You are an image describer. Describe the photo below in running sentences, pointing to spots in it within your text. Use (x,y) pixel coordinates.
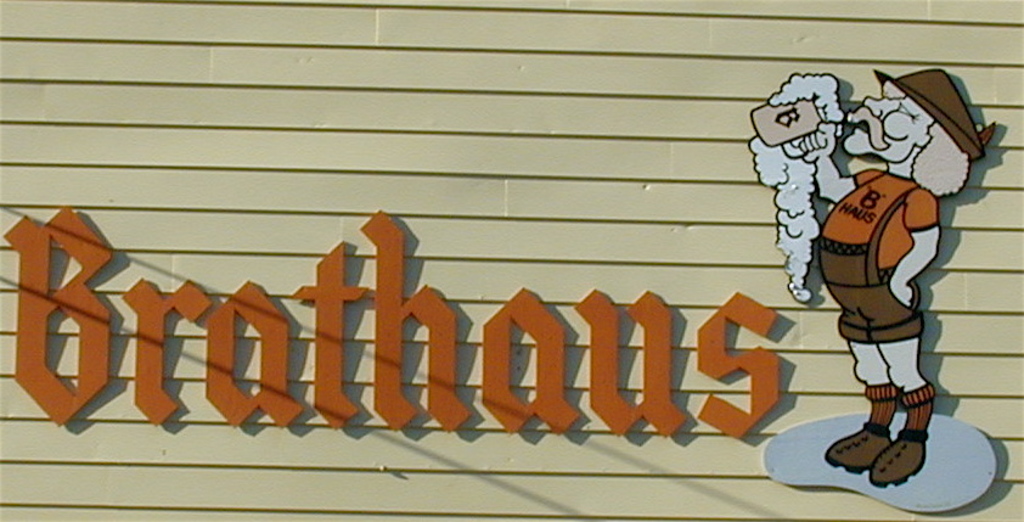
In this image I can see the cream colored surface (596,136) and on it I can see something is written and an art (911,218) of a person (926,266) holding a cup (788,106).
